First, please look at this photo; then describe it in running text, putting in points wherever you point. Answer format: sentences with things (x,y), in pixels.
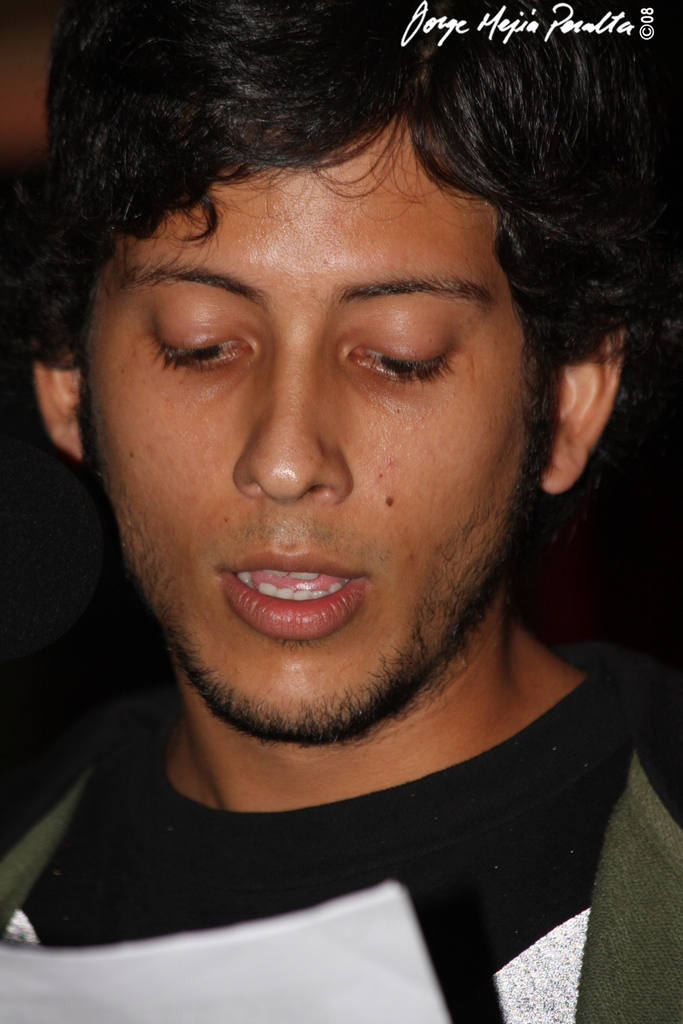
In this image, we can see a person (371,264) wearing clothes (438,931). There is a text (646,37) in the top right of the image (615,12).
